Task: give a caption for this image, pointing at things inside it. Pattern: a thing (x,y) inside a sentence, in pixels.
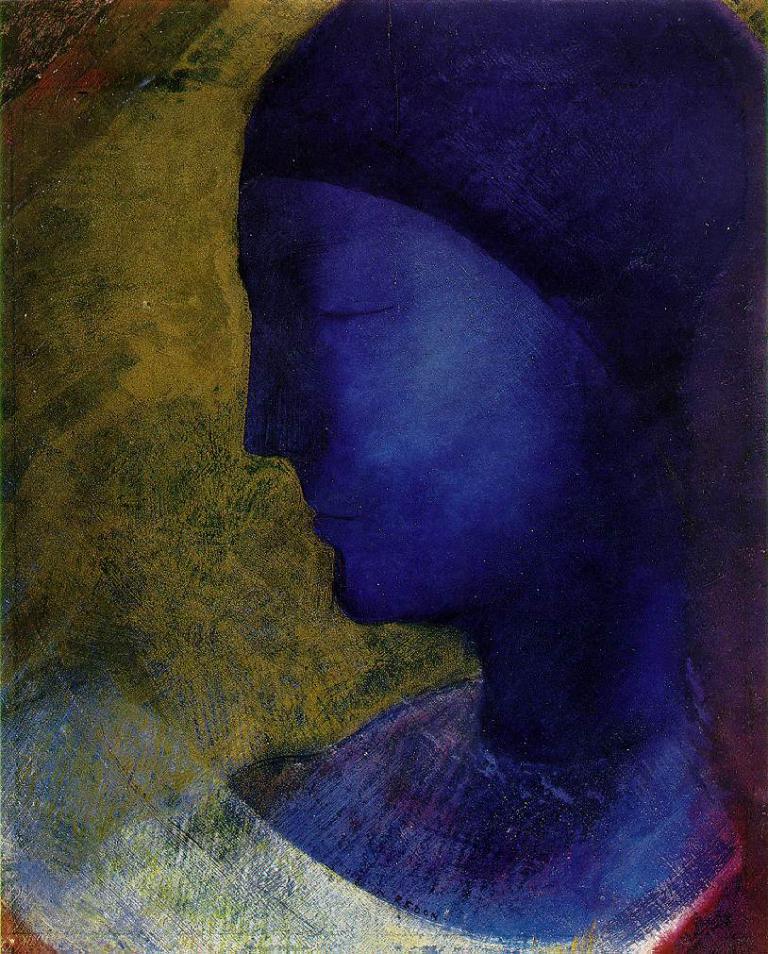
In this picture there is a portrait (669,348) of a lady (670,872) in the center of the image (504,322).
